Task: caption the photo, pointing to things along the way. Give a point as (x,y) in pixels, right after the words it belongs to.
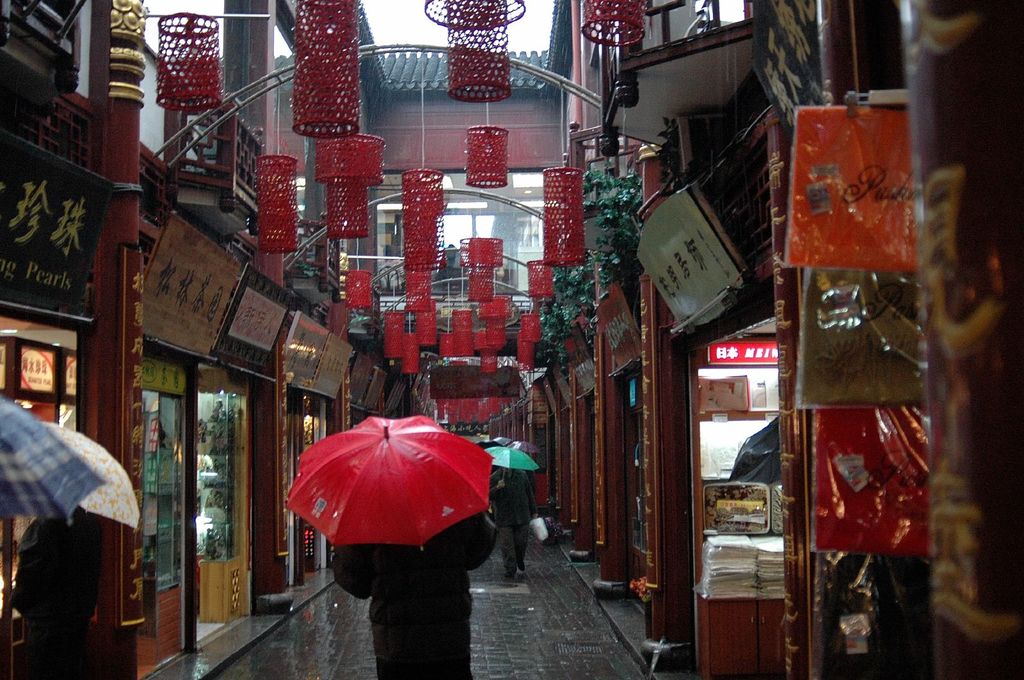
This picture is clicked outside. In the center (511,452) we can see the group of people (462,566) holding umbrellas (439,456) and walking on the ground (505,634). On the right (756,351) and on the left (163,438) we can see the doors (210,426) of the buildings (718,373) and there are some boards (679,225) on which the text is printed. At the top (460,52) we can see the sky (443,28), roof (555,29), chandeliers (483,22) hanging on the roof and many other objects (894,403).
